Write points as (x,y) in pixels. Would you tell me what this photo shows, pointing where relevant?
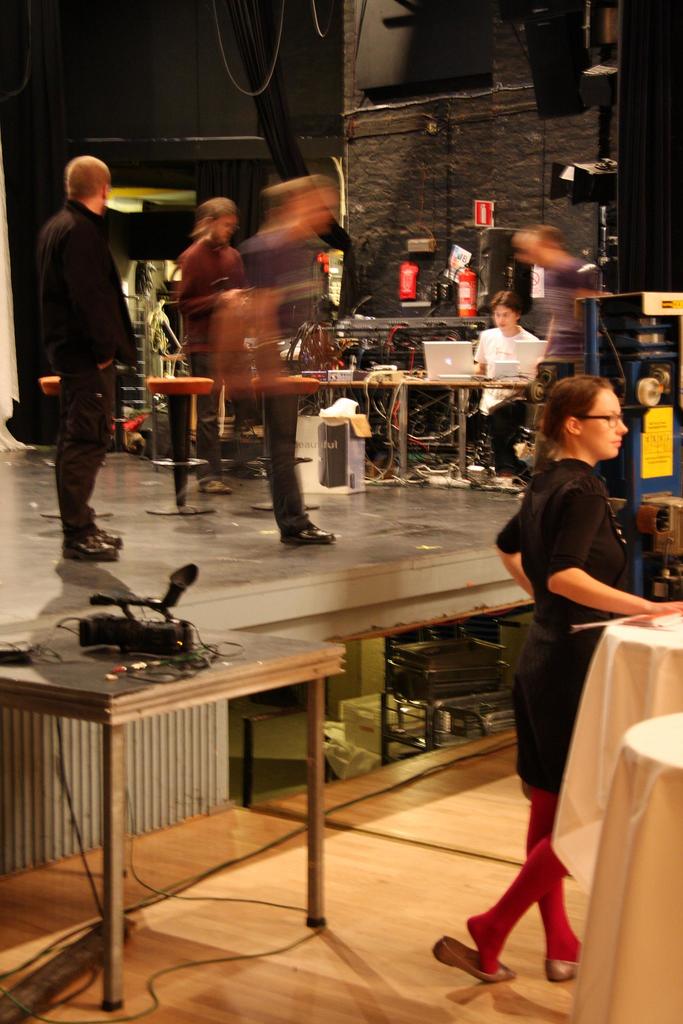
A woman (548,579) on the right (565,582) is standing. In front of her there are tables (642,704) with tablecloth (620,773). And back of her there is a table (191,694). On the table (211,638) there is a video camera (148,634). Some persons (205,289) are standing. There are some tables (391,382) on the stage (195,600). On the table (410,378) there are laptops (461,374). Also in the background (408,161) there is a wall (424,206) with fire extinguisher (469,287), wires (393,428), boxes (344,452), and many other items (364,317).
